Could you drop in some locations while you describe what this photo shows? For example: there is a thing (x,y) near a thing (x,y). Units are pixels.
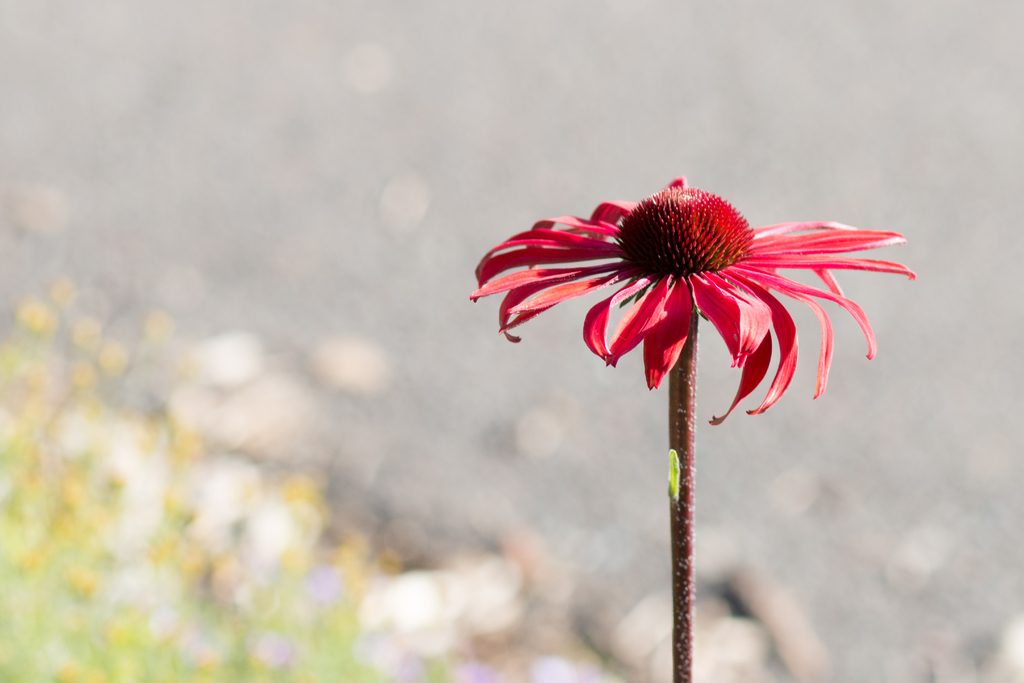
This image consists of a flower (691,302) in red color. At the bottom (246,607), we can see the grass (307,658). And the background (990,183) is blurred.
